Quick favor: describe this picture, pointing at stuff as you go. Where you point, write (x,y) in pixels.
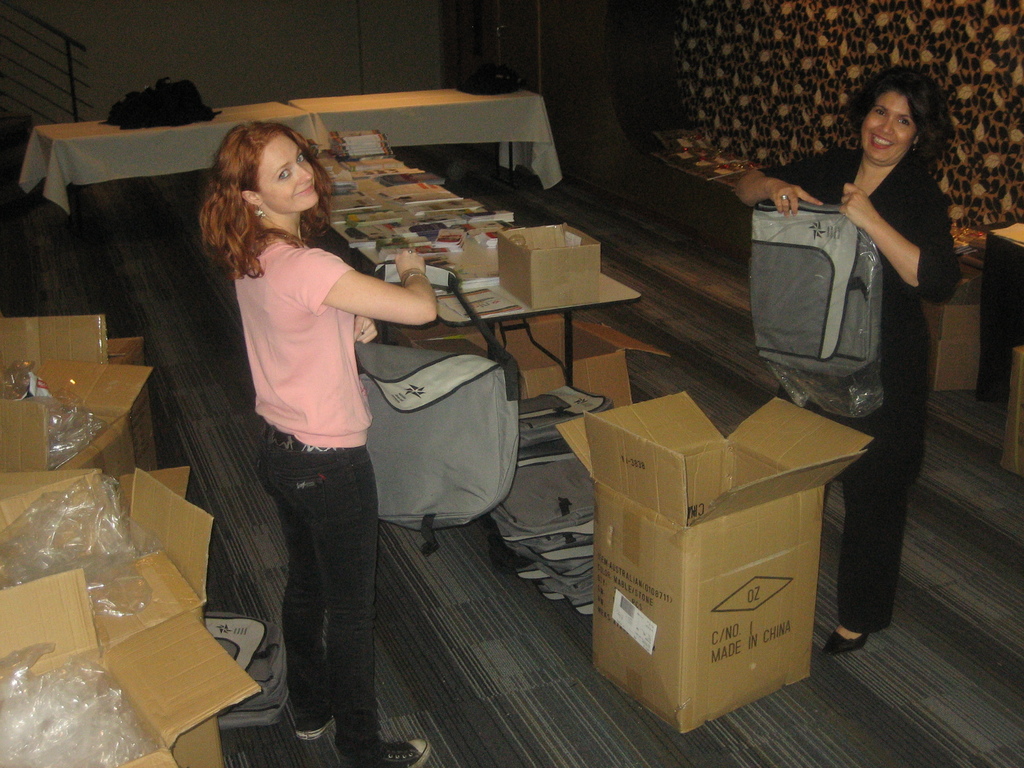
In this image we can see there are two persons (292,372) standing and holding an object (490,392), in front of them there is a table (492,262). On the table (386,183) there are so many objects (356,156). On the left side of the image (25,441) there are some carton boxes (133,698). In the background (162,75) there is a wall (420,87).
